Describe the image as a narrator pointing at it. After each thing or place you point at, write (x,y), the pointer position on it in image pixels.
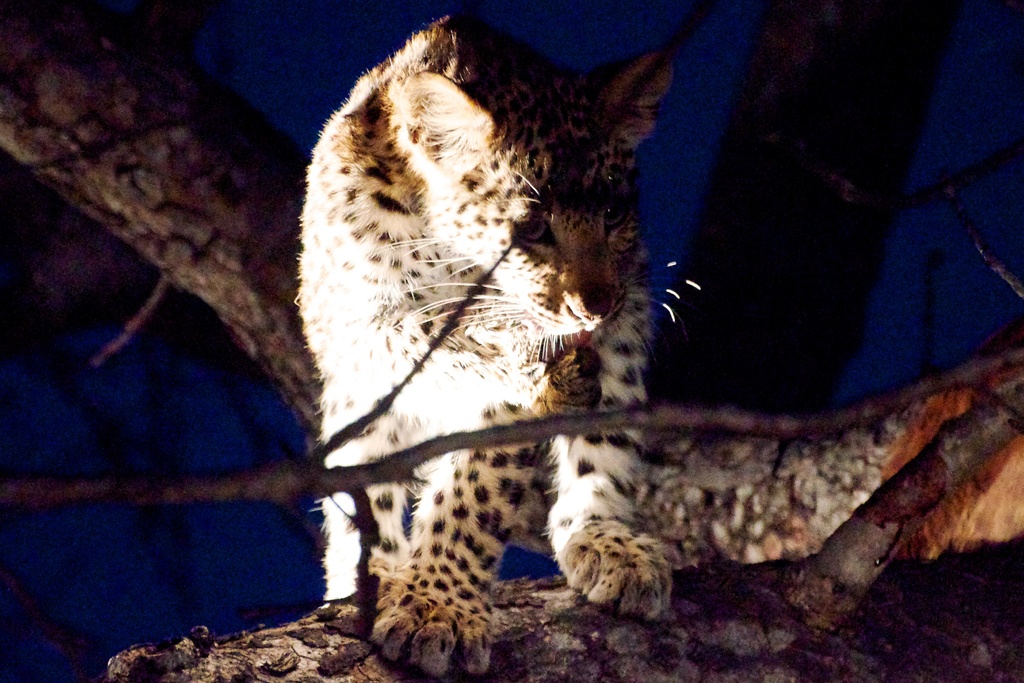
In the center of the image (567,316) an animal (630,263) is present on a tree (497,614). In the background of the image (337,1) we can see blue color.
